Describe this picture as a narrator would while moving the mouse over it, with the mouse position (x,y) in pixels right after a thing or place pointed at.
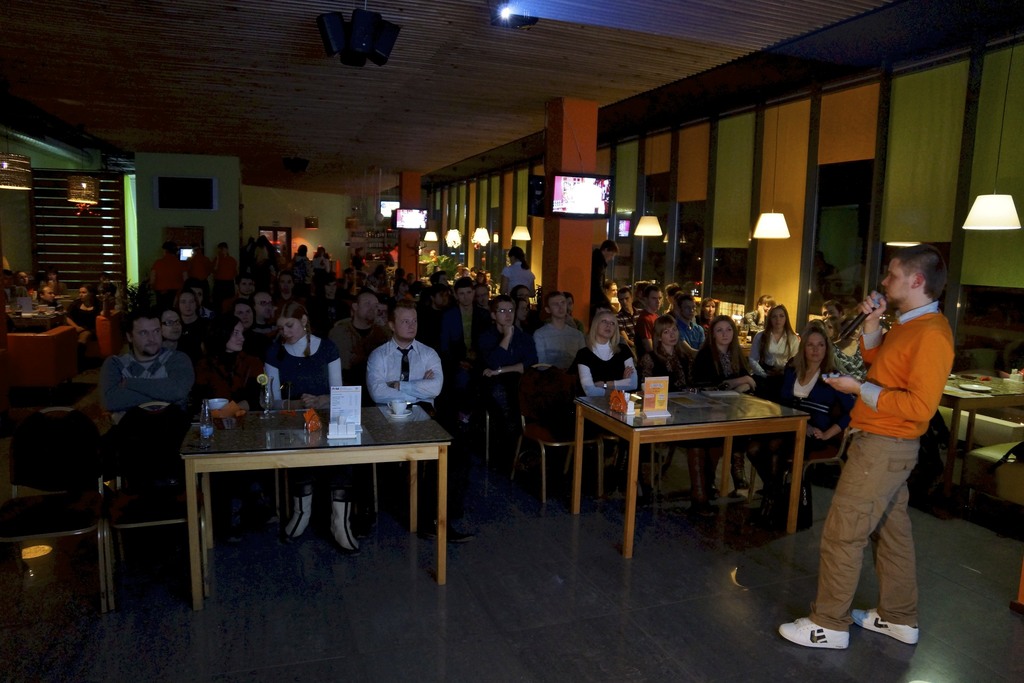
On the right (801,629) a man (808,640) is standing and talking in the microphone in the middle (442,418) there are people (257,255) sitting on the chair (110,334) and listening to him there are lamps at here.
